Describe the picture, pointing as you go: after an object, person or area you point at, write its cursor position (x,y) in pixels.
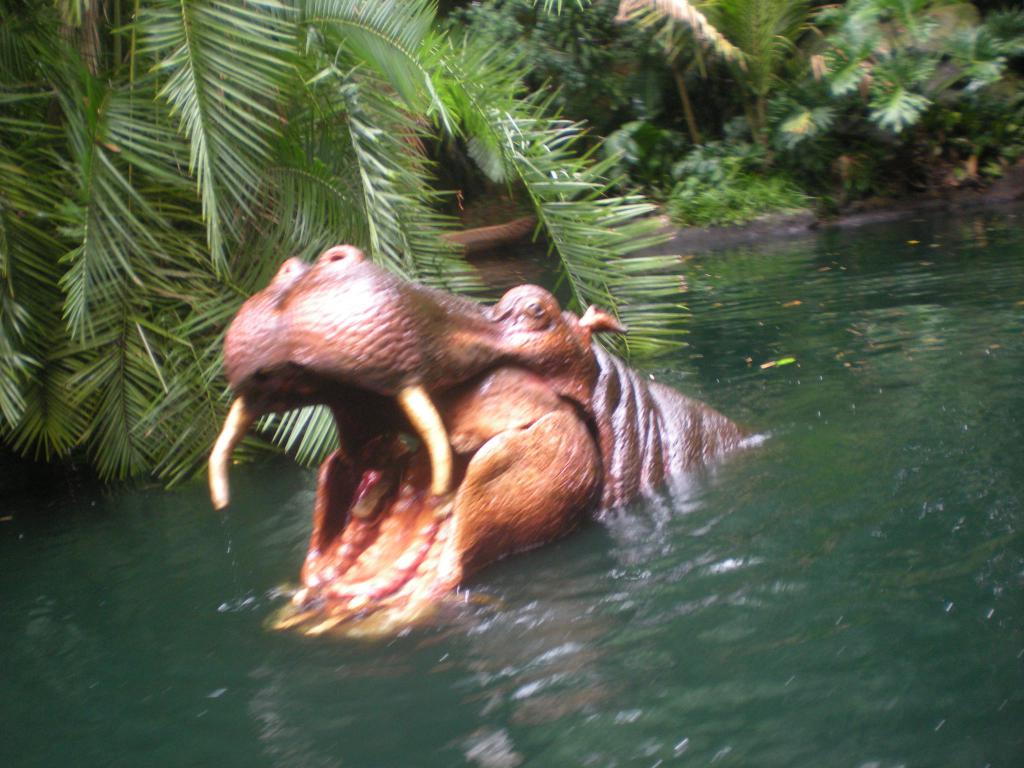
In this image we can see an animal (543,419) in a water (752,650). There are many trees (570,101) in the image.
